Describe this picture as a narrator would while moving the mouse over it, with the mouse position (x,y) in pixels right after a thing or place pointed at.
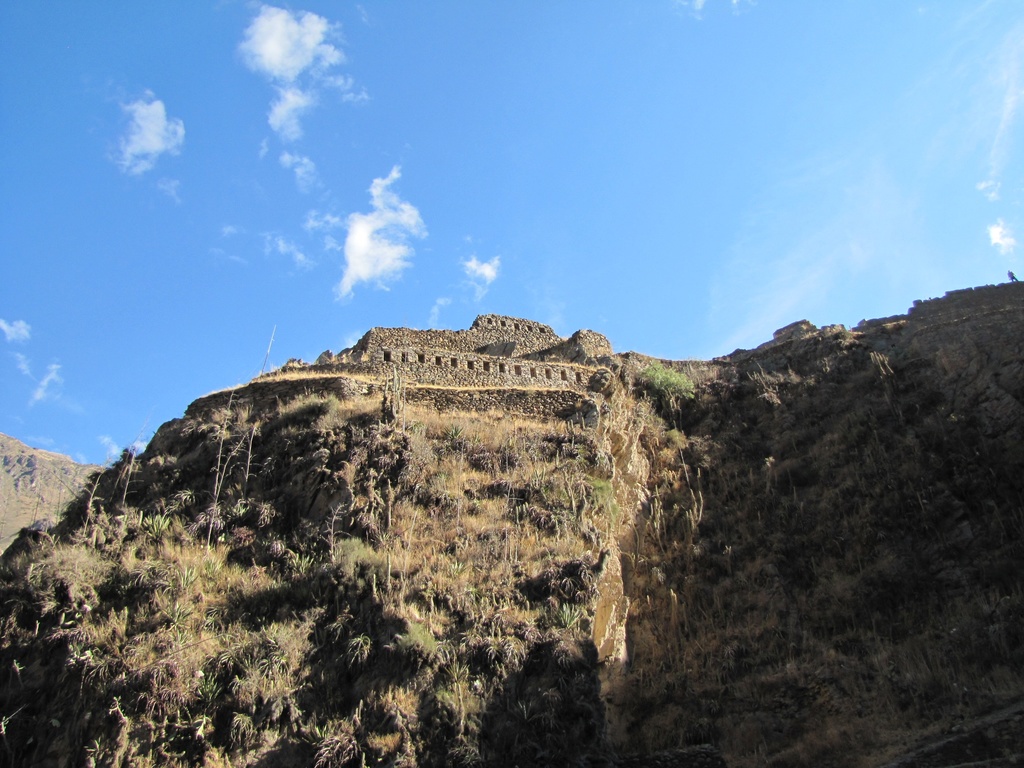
In this image we can see a mountain (240,555), trees (100,532). At the top of the image (353,185) there is sky (382,151) and clouds (142,115).
